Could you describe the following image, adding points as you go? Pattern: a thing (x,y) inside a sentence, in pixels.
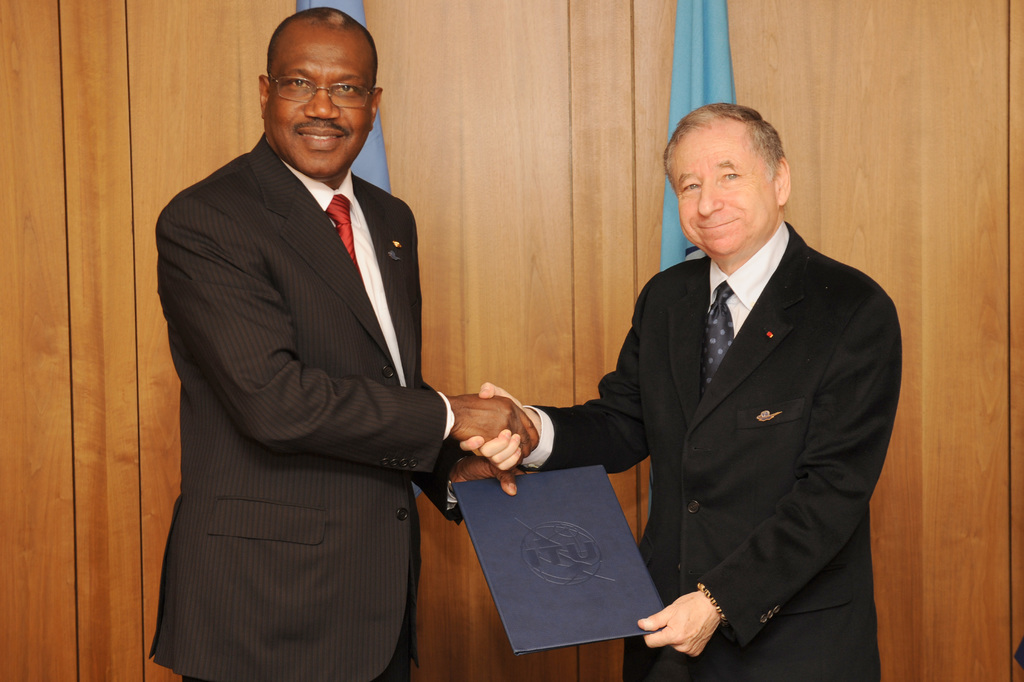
In this image we can see two persons (314,548) standing on the floor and one of them is holding a book (523,530) in his hands (538,424). In the background (460,263) we can see flags (709,30) and wall (488,226).
